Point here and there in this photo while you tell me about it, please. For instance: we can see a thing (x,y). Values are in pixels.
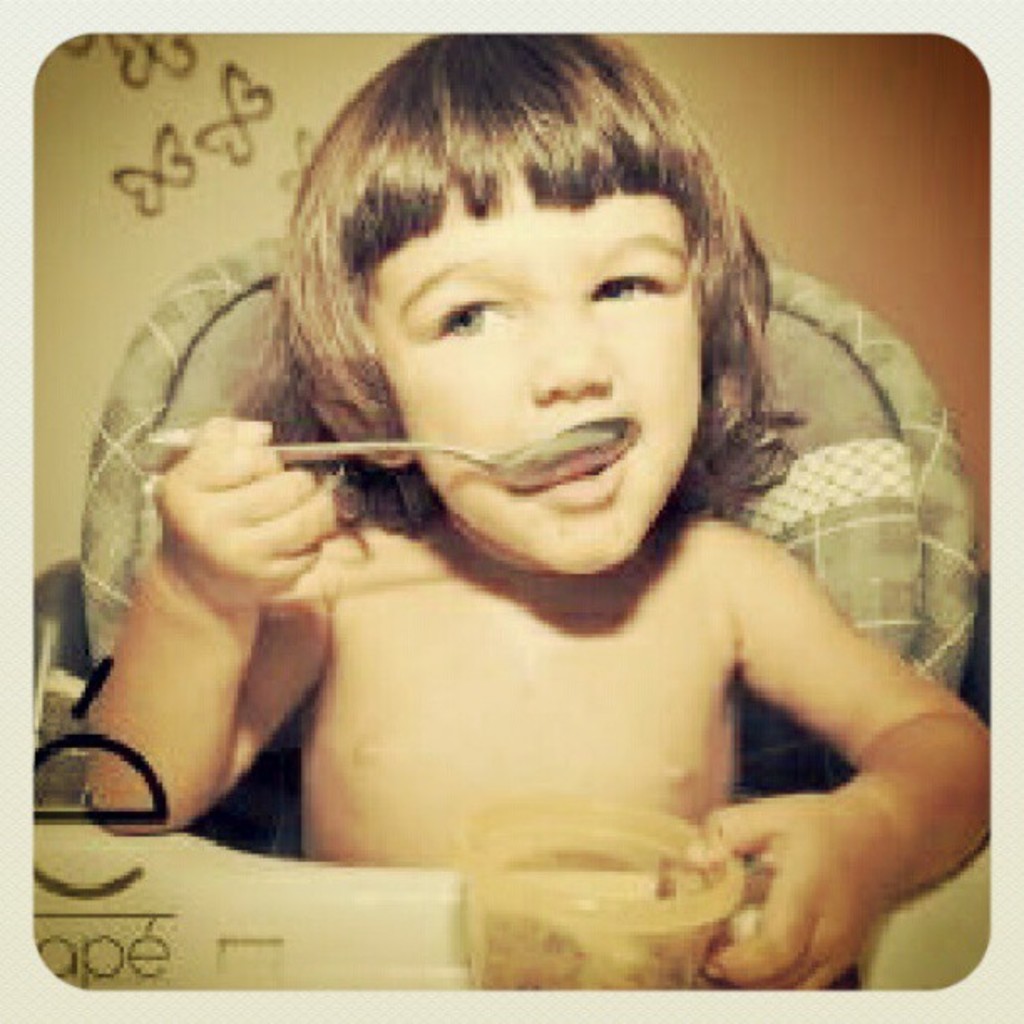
This is the picture of a girl (371,595) who is sitting in front of the table (214,936) and eating some thing with the spoon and behind there are drawings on the wall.
